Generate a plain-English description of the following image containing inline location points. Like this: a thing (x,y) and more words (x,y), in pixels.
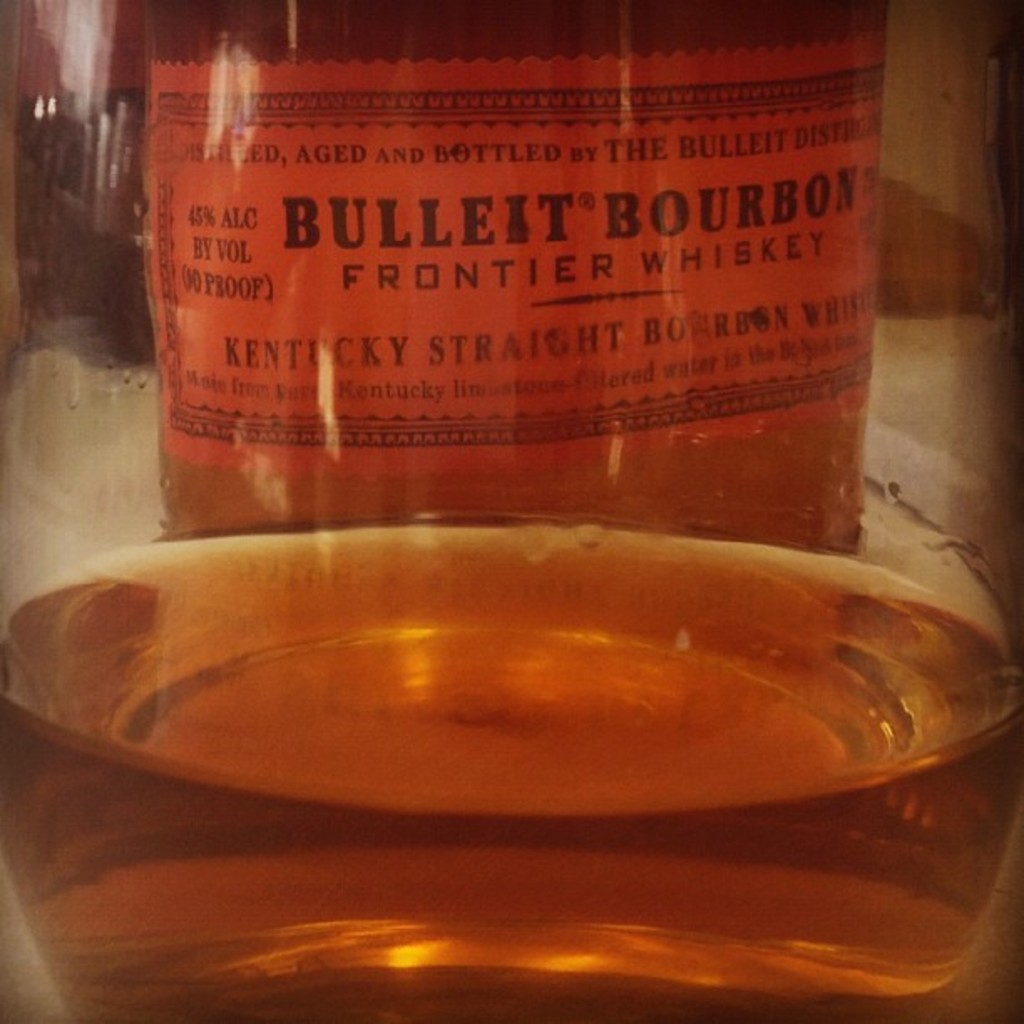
In this image we can see a bottle (313,18) with a drink (456,781). And there is a label (367,246) with something written on that.
